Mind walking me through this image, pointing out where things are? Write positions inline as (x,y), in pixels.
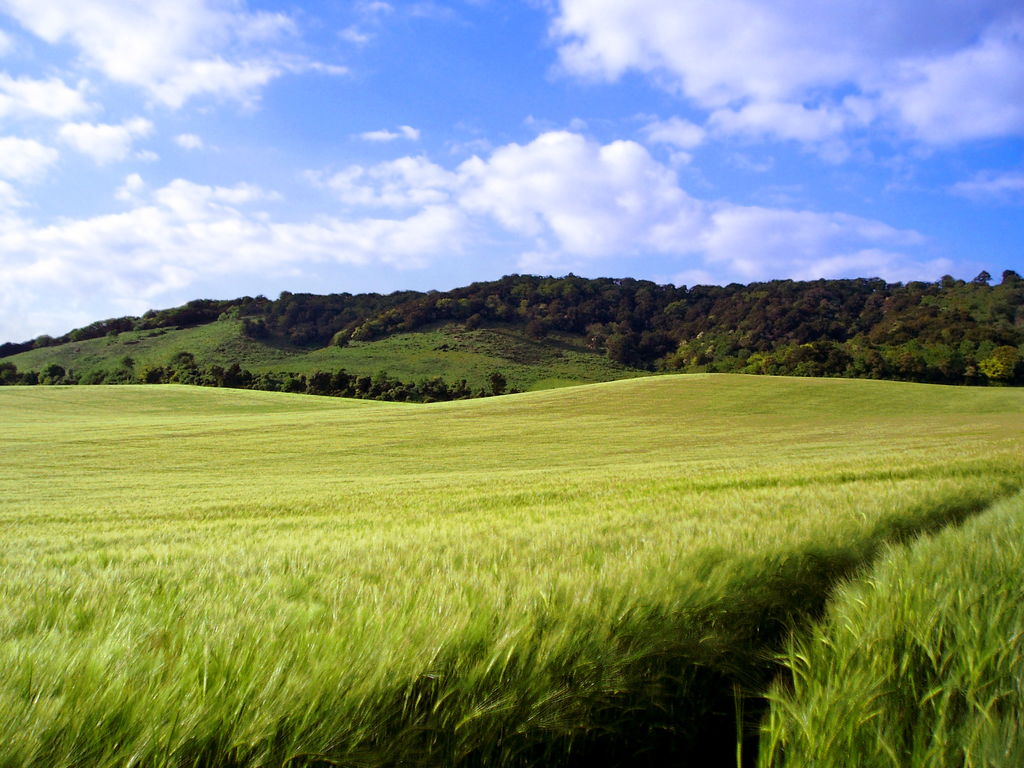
In this image we can see the grass (261,558) on the ground (335,496) which looks like a field (390,538) and we can see the mountains (463,349) and trees (689,306) and at the top (404,97) we can see the sky (203,126) with clouds (200,66).
